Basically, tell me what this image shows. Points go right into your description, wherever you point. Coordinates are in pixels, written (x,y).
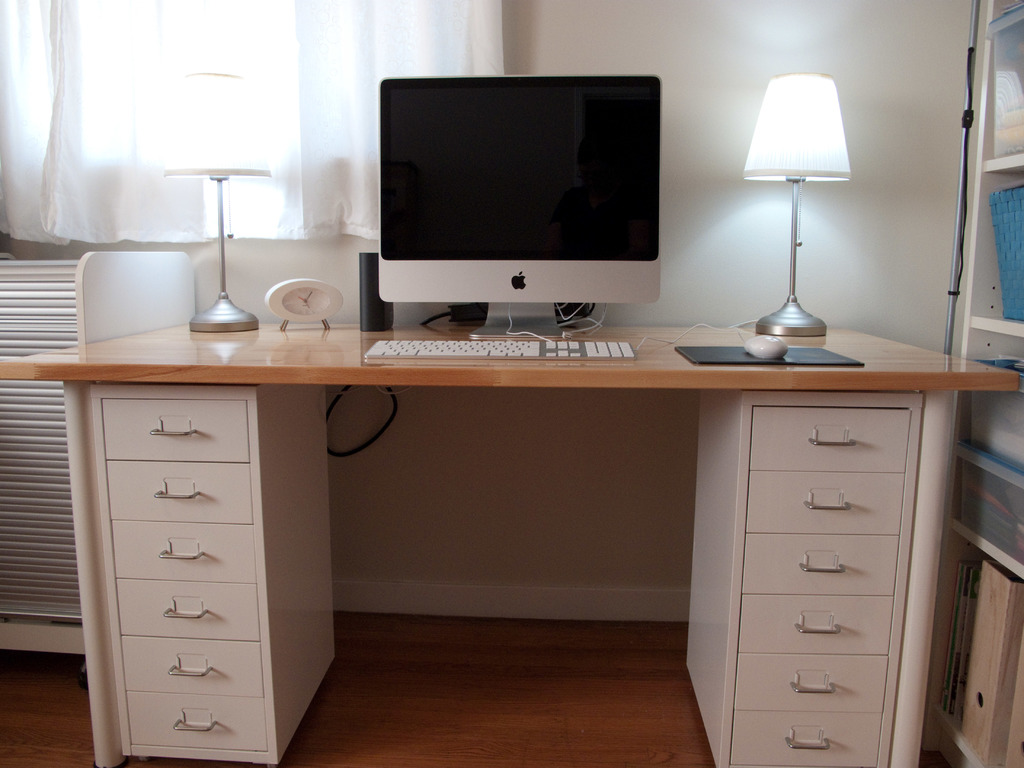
It is inside a room (500,405) it is a computer table (834,593), a computer (619,180) is placed on the table (454,382) to the right side (808,147) there is a table lamp (827,167), in the background (713,255) there is a white curtain (296,93) and beside it there is a wall (748,295).
